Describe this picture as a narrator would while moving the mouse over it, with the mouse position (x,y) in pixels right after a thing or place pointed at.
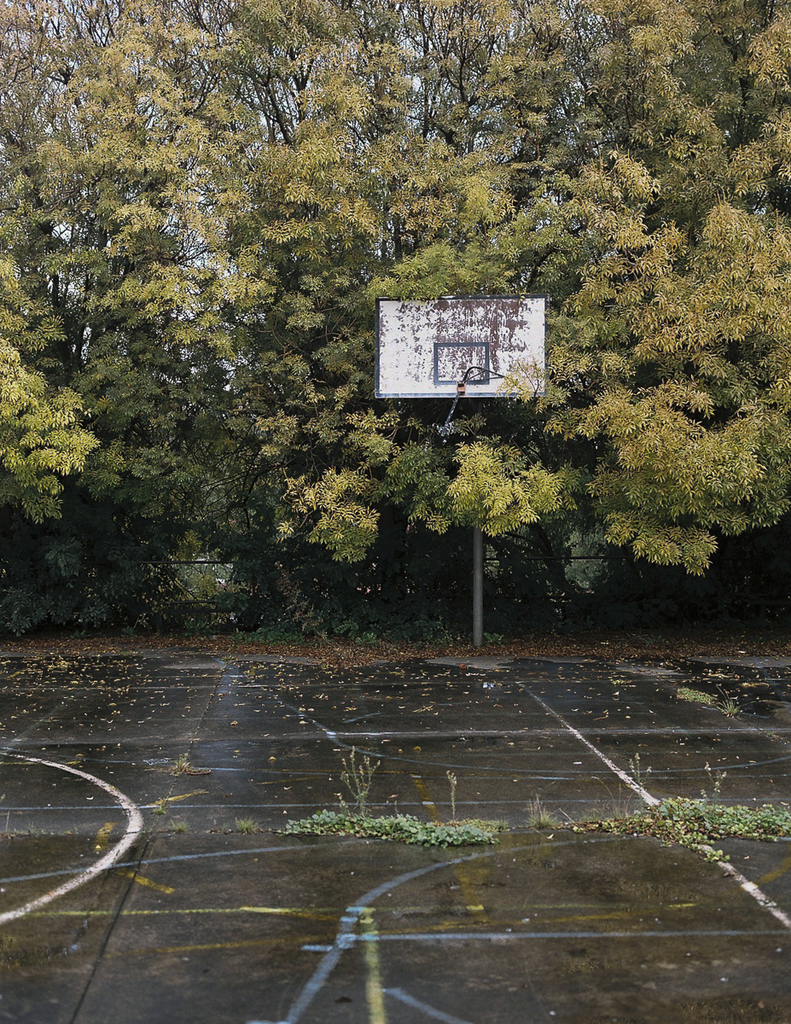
In this image we can see a goal post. We can also see some plants (632,772) on the ground (556,895), a group of trees (564,523) and the sky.
